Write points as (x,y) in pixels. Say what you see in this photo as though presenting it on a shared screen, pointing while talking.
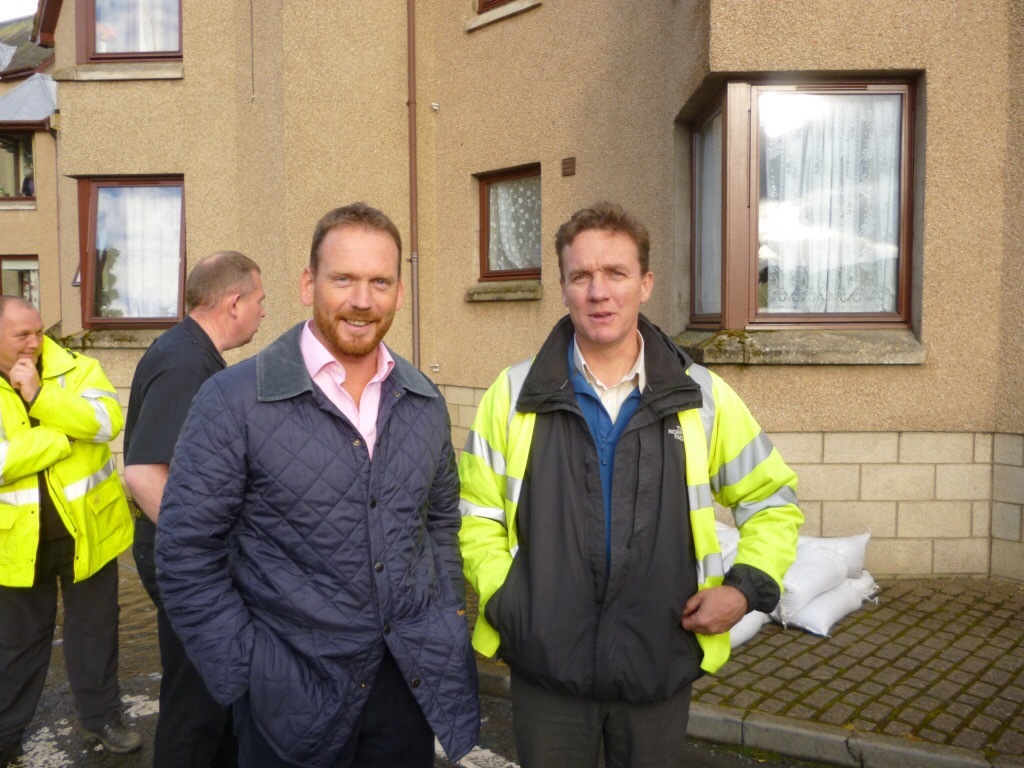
In this image we can see one building (36,192) with glass windows (136,26), some curtains (492,231) attached to the windows (124,279), some objects (816,560) on the floor (839,653), one pipe (418,367) attached to the wall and some people (391,392) standing on the road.
